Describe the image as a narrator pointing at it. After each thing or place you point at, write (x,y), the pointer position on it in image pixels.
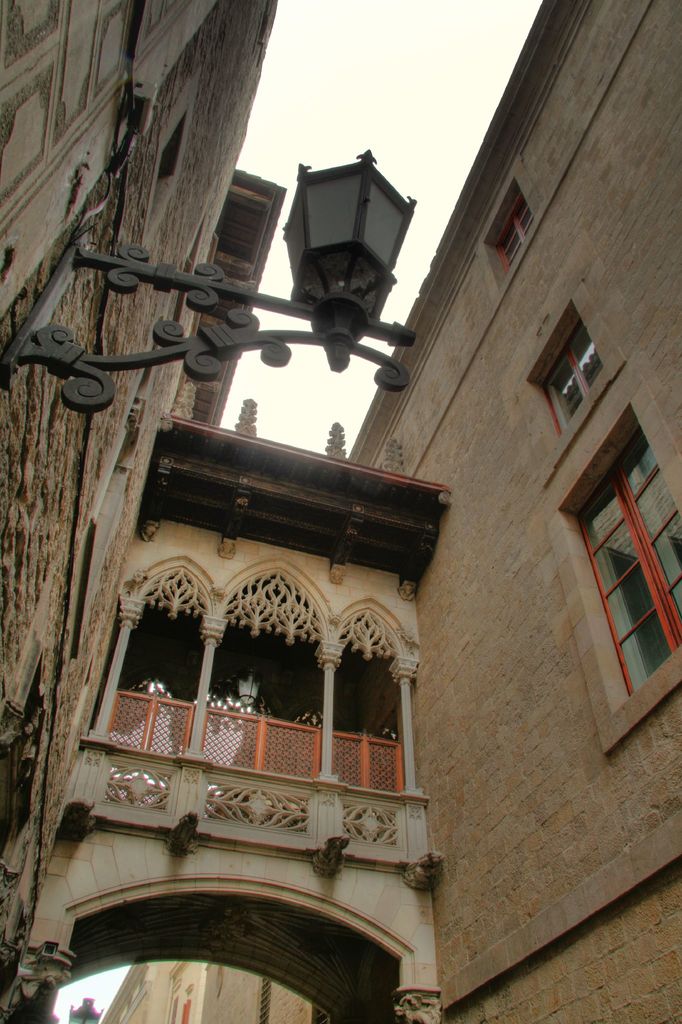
This picture is clicked outside and we can see the buildings (551,428), windows (592,357), lamppost (324,325), railing (214,732), pillars (114,678) and some other objects (220,701). In the background (417,78) we can see the sky (395,79).
